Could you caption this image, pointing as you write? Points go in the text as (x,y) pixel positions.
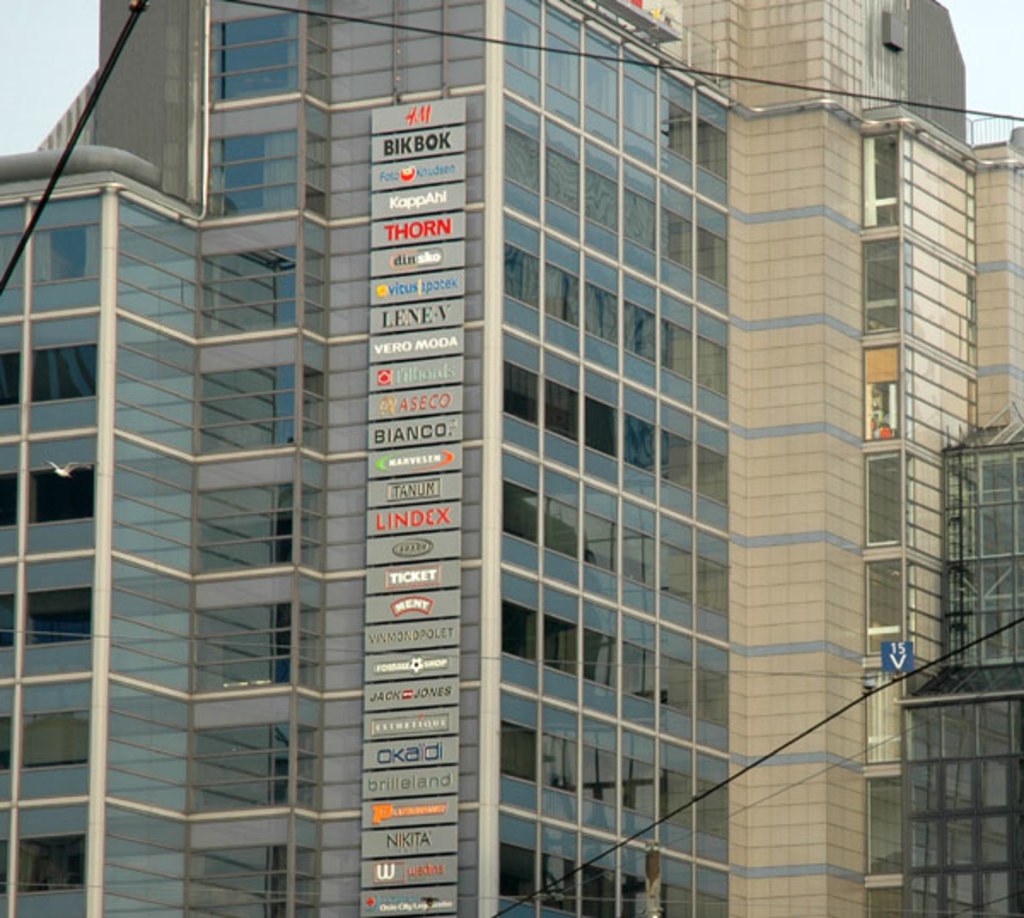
In this image in the center (556,449) there are buildings (240,401) and in the front of the building (361,477) there are banners (431,279) with some text (444,378) written on it.
